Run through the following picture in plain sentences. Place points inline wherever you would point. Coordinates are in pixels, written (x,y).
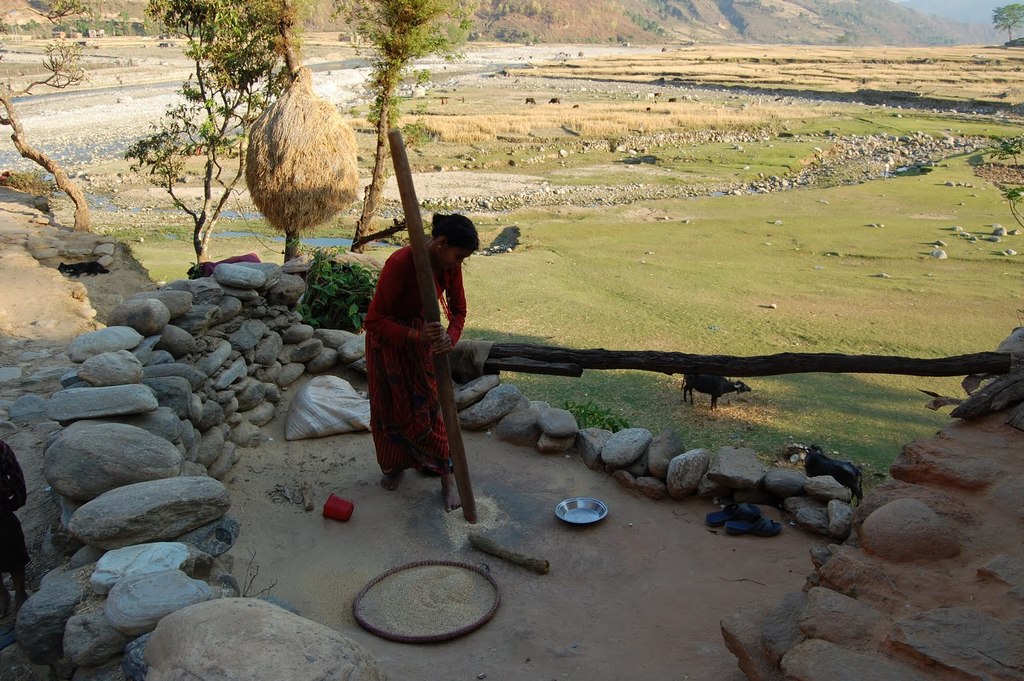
In the center of the image (400,311) a lady (412,339) is standing and holding a stick (453,455). We can see stones (250,381), bag (336,396), mug (341,512), plate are present. In the background of the image (548,303) we can see buffaloes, grass (730,256), ground (487,105), trees (399,112) are present. At the top of the image (692,37) mountains (834,20) are there.
